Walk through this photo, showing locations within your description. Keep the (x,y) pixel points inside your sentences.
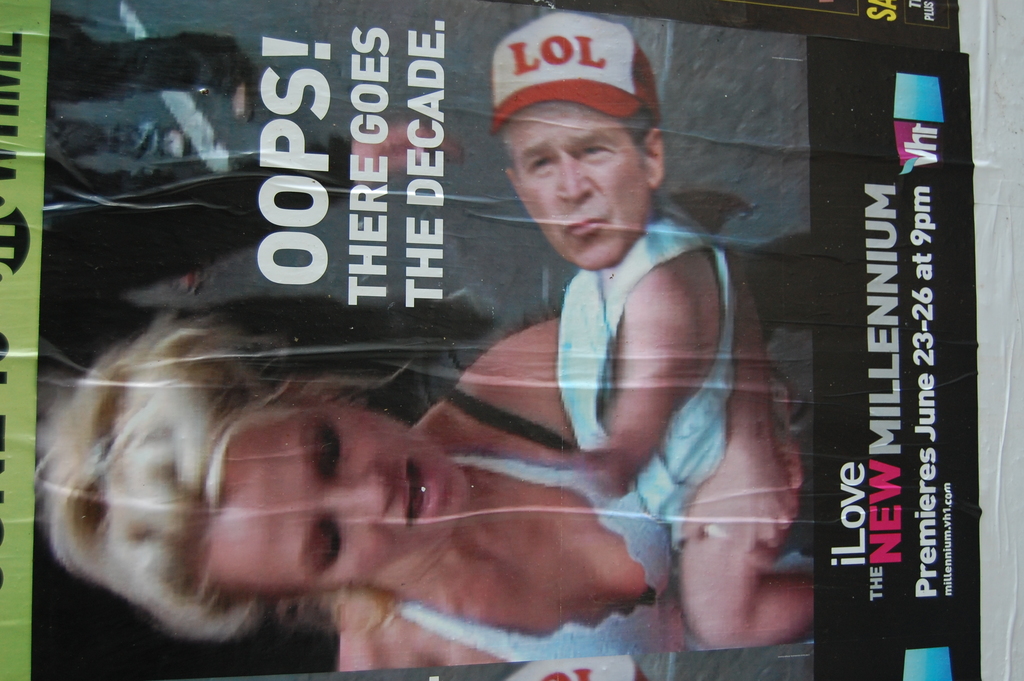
In this image we can see a poster (394,430).
